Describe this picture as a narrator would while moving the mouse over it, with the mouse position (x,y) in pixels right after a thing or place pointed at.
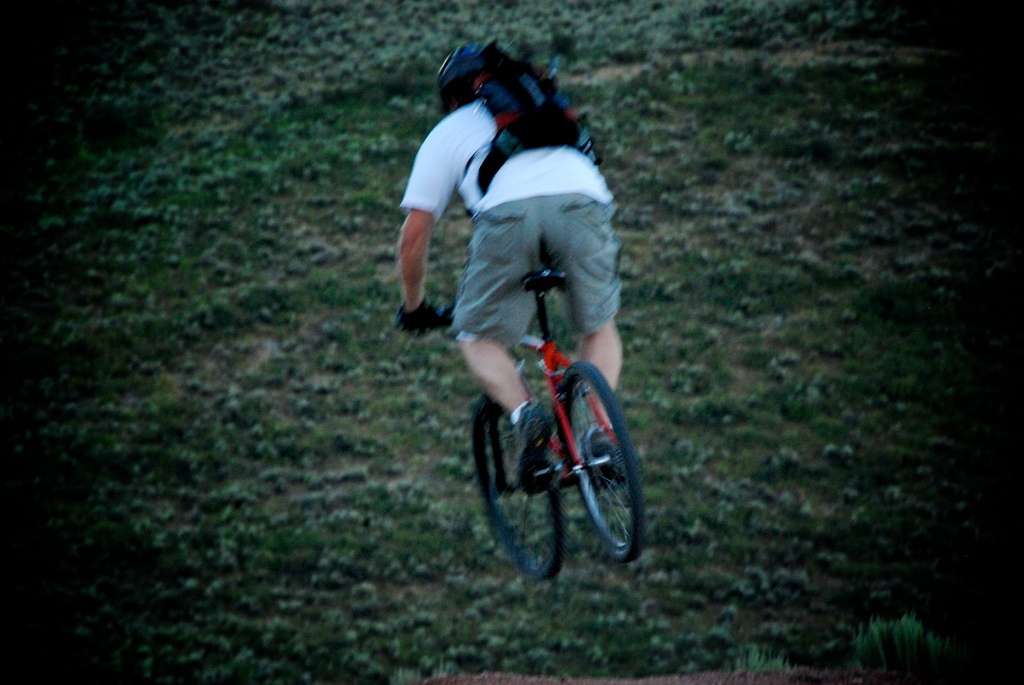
in the picture a person (518,391) was riding a bicycle (487,435) with the bag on his back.
